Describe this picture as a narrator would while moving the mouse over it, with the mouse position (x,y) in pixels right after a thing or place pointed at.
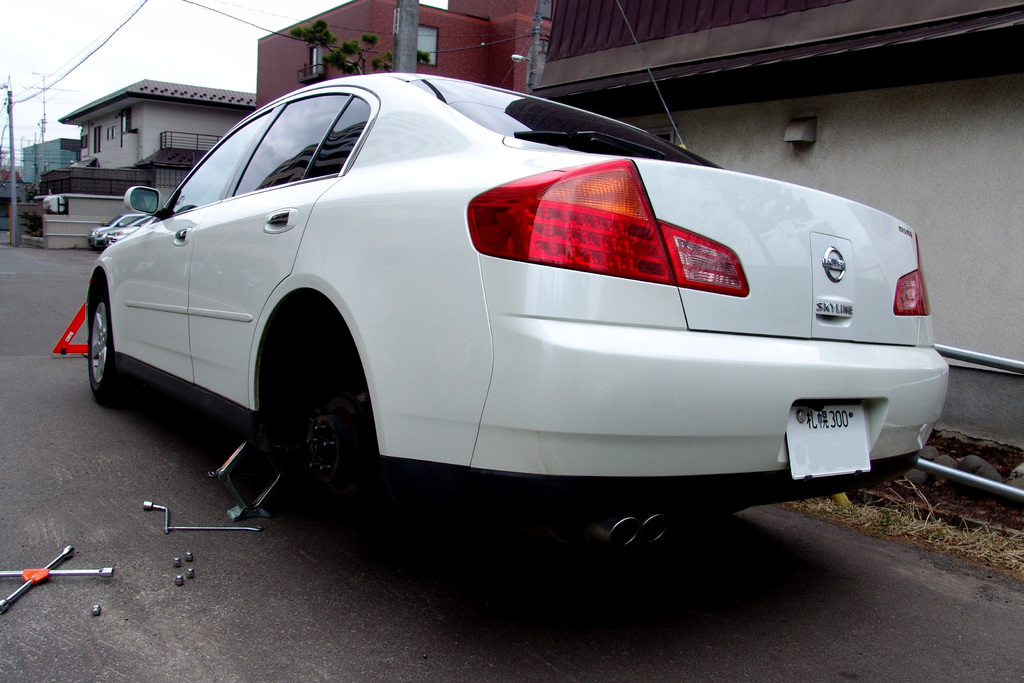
In this image we can see some vehicles (233,296) on the road (180,516), there are some tools (167,527), bolts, sign board (60,342), also we can see some houses (67,142), electric poles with wires (263,30), there are some plants (353,51), trees (337,56), and the grass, we can see the sky (216,43).
